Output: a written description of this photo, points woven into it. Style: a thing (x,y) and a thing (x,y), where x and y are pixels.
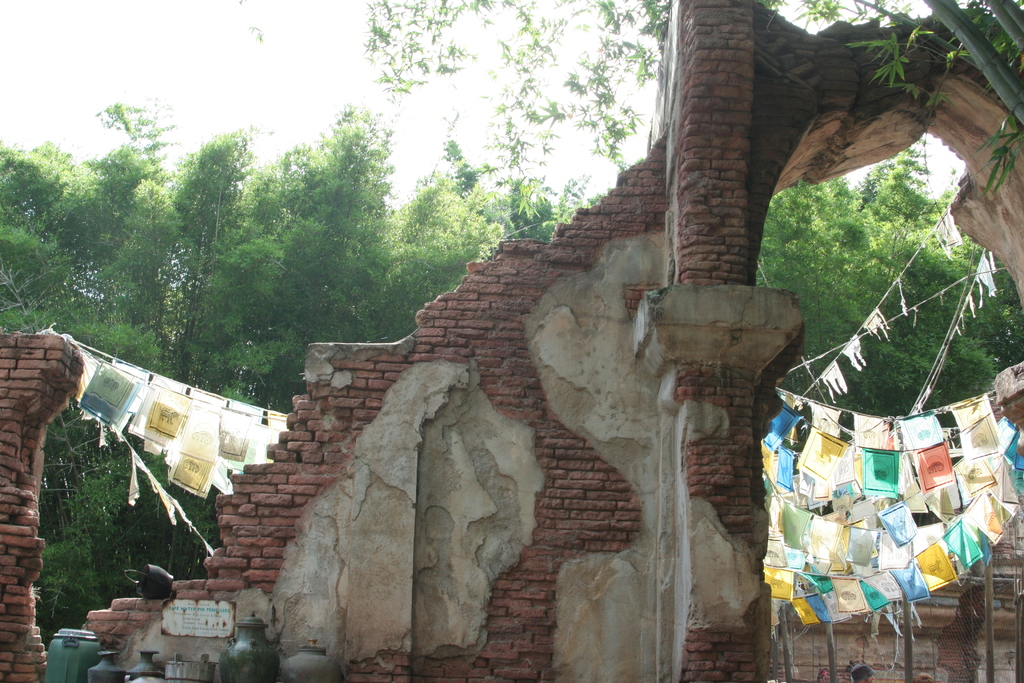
In the center of the image (632,453) we can see wall (632,453), papers (878,481), ropes (940,223). In the background of the image (138,237) we can see the trees (343,257). At the bottom of the image (207,672) we can see some containers (241,644). At the top of the image (354,65) we can see the sky (390,94).
